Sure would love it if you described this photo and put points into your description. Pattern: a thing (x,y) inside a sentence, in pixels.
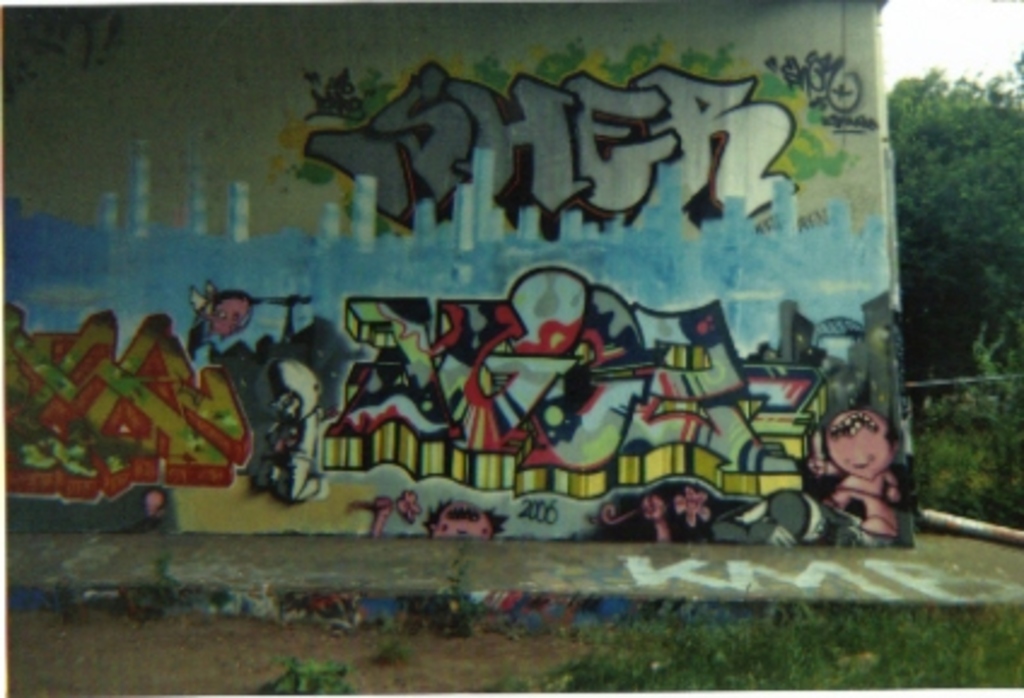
In this picture we can see painted wall (475,413), around we can see some trees (911,177) and grass (728,662).
